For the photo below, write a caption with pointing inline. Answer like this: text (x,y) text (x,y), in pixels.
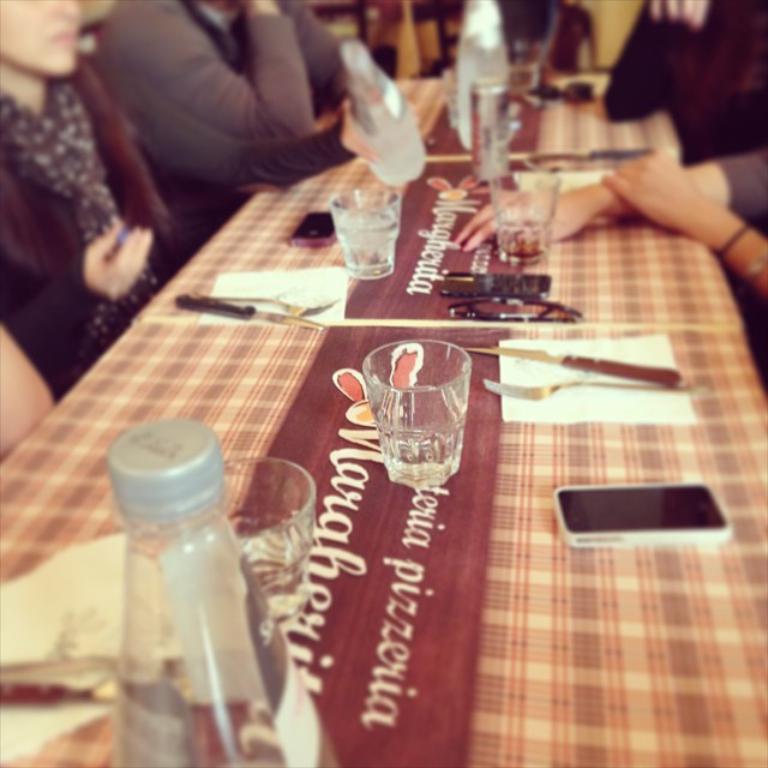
In this image there are few people (62,211) around the table (345,389), on the table (361,400) there are glasses (312,495), bottles (193,540), tissue papers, knives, a mobile phone (620,534) and some other objects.
